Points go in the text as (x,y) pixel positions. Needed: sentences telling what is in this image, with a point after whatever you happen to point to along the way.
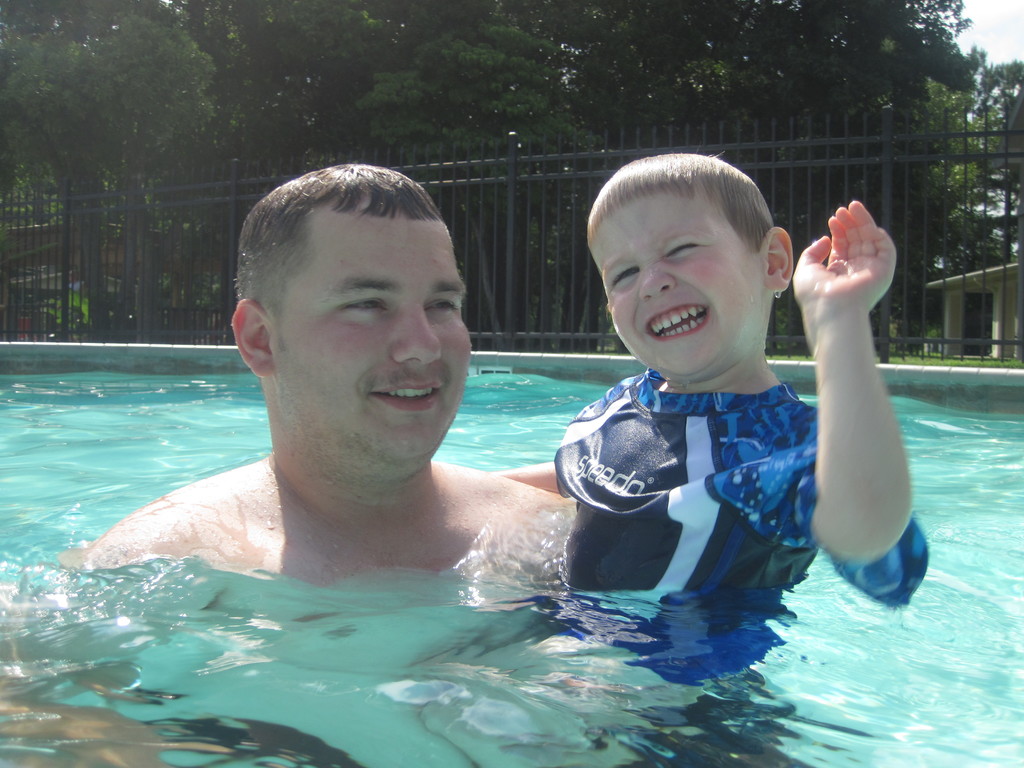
In the middle of this image (400,469), there is a person (319,429), smiling, holding a baby (682,470) who is smiling, and partially in the water (345,623) of a swimming pool (259,603). In the background (693,108), there is a fence (512,160), there are trees (463,27), a building (1022,144) and there are clouds (994,29) in the sky (990,25).
